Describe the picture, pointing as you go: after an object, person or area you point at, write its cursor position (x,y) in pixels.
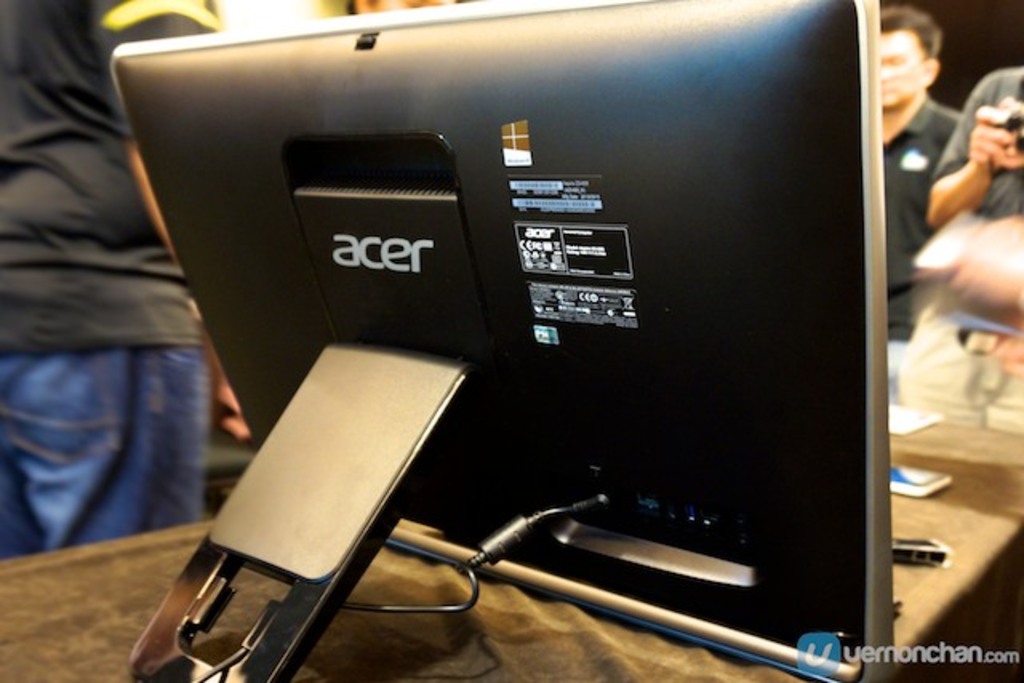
In this image we can see there is a monitor (681,448) and a few other objects (931,481) on the table (983,488), in front of the table (992,476) there are a few people (953,133) standing.
